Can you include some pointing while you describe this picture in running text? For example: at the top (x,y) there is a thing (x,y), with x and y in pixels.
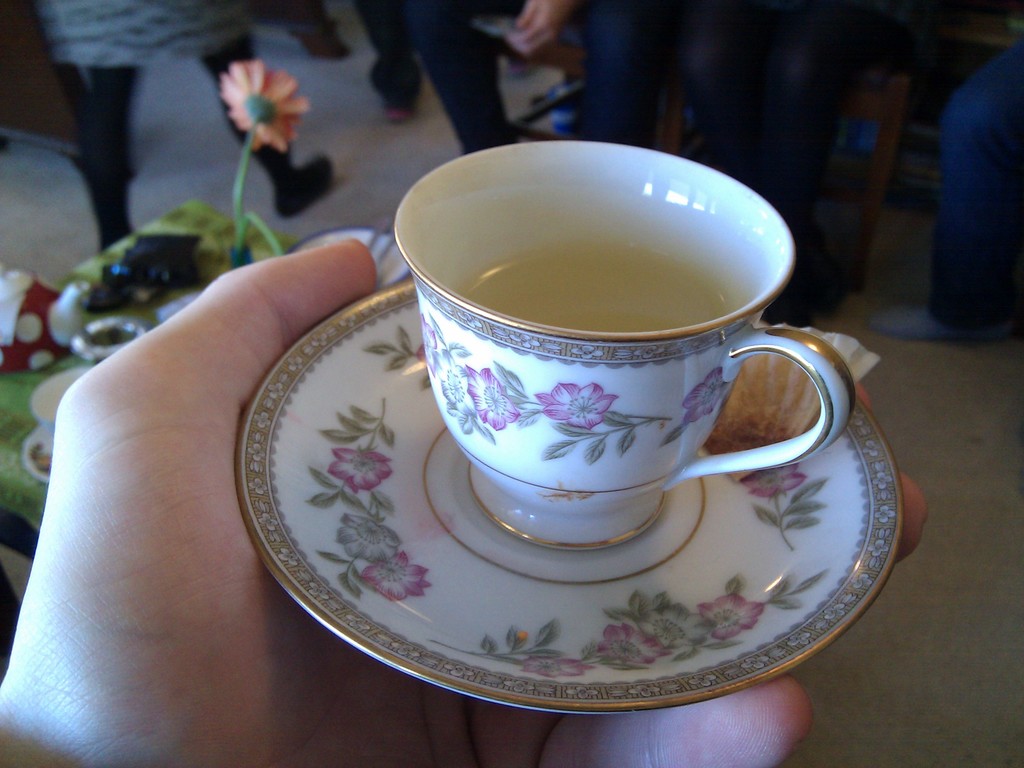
In this image there is a person (166,367) holding a saucer (738,541) with a cup (491,381) on it, and in the background (18,314) there is a flower (286,115) and some other items (182,239) on the table (125,240), group of people (976,300).
